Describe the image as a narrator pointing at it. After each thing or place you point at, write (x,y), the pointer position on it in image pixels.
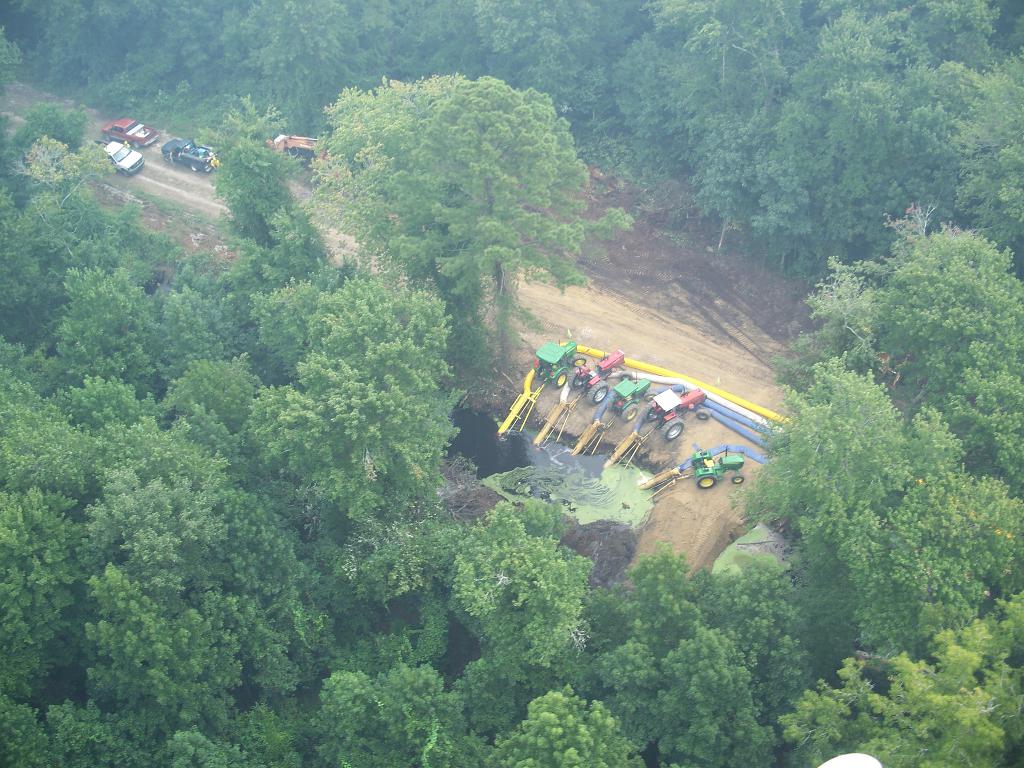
In this picture we can see cars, vehicles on the ground (575,306), pipes (748,435), water (592,481), trees (575,217) and some objects (646,484).
